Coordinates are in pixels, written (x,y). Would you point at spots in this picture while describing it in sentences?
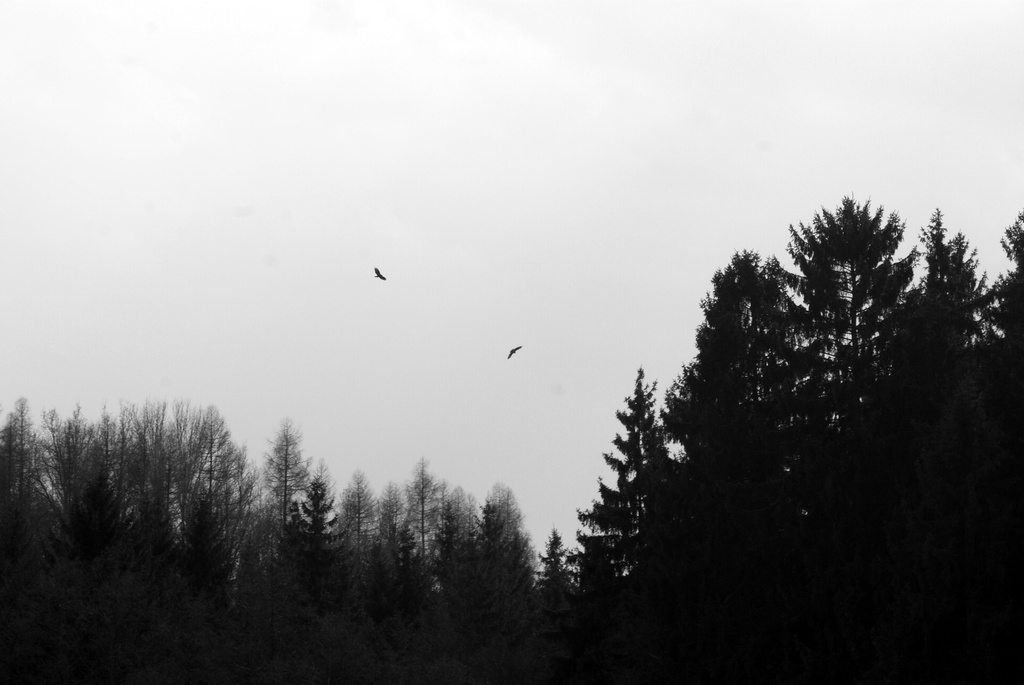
In this image there are trees (641,368), and in the background (473,277) there are birds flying in the sky (338,287).
